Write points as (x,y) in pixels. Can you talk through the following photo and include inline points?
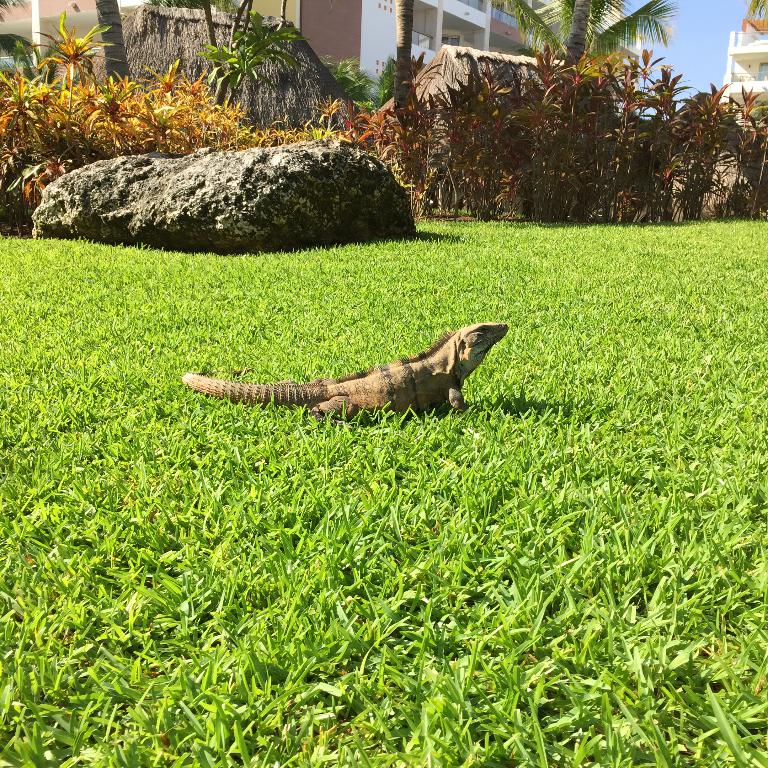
In this picture we can see a reptile (452,359) on the grass (528,527), in the background (247,220) we can find a rock (283,205), plants (251,125), trees (398,99) and houses (298,92).
